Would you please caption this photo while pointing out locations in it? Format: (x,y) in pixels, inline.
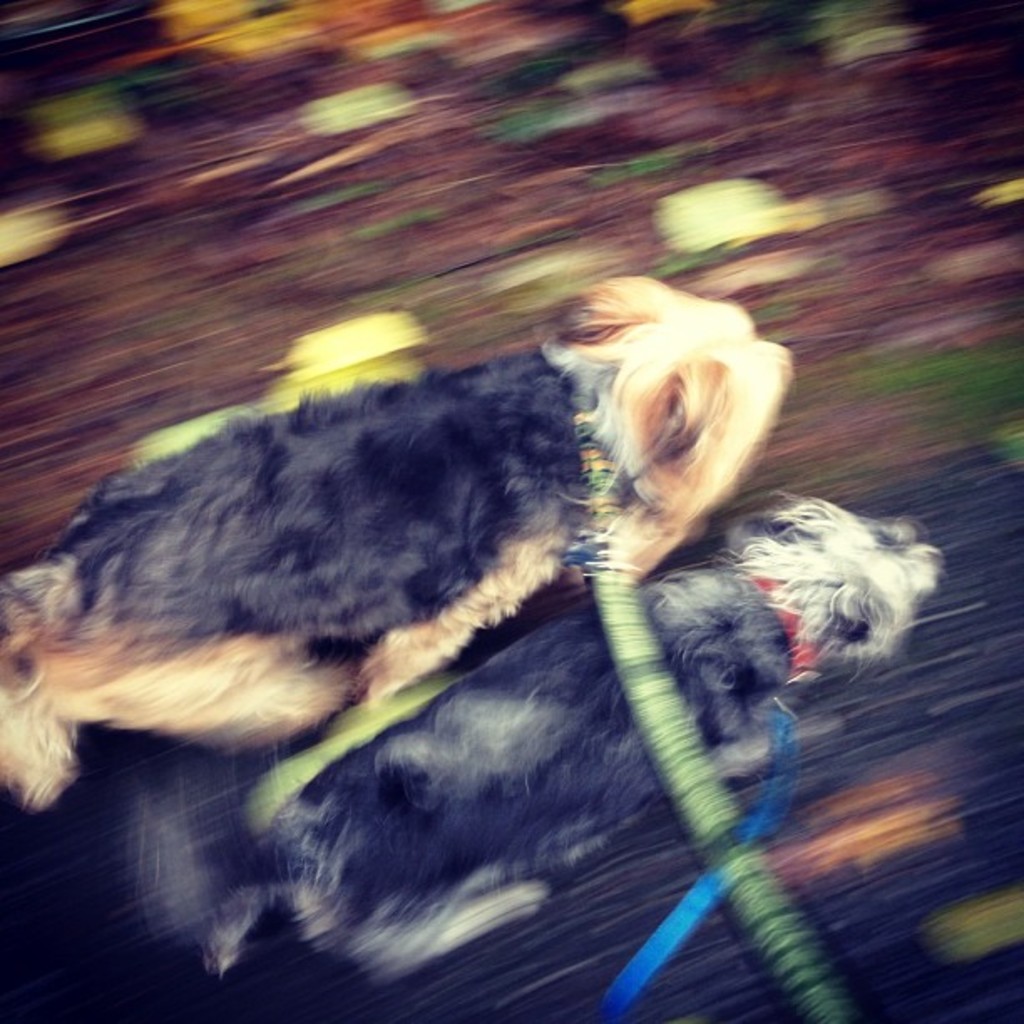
It is a blur image. In this image, we can see two dogs (481,737) and belts (779,917).
